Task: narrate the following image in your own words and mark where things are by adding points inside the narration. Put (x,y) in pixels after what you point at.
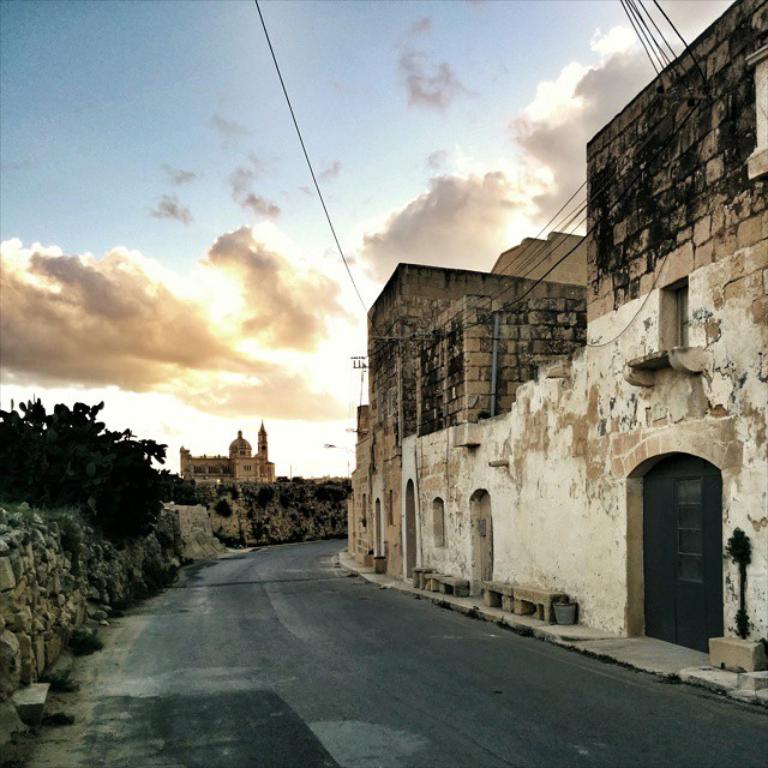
In this image on the right (591,427), there are houses (558,379), cables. On the left (146,513) there are trees (102,493), building (230,476), wall (154,569), sky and clouds (189,355). At the bottom (280,636) there is a road (245,630).
